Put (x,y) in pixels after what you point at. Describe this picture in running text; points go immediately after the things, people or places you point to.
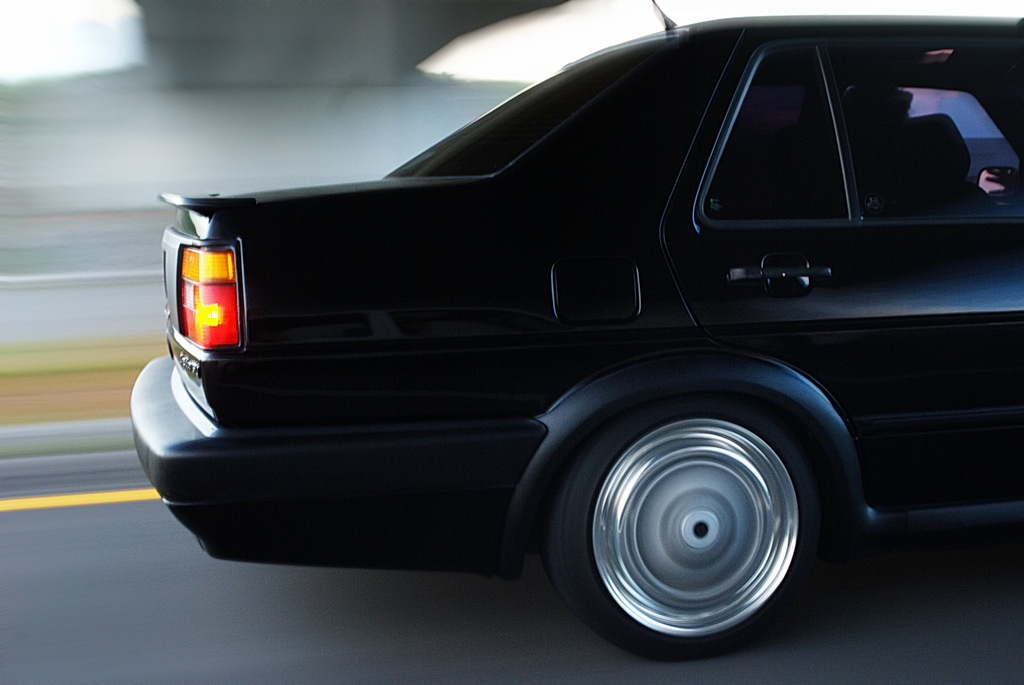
In this image I can see a car (573,351) which is black, red and yellow in color is on the road (488,629). I can see the blurry background (235,112).
